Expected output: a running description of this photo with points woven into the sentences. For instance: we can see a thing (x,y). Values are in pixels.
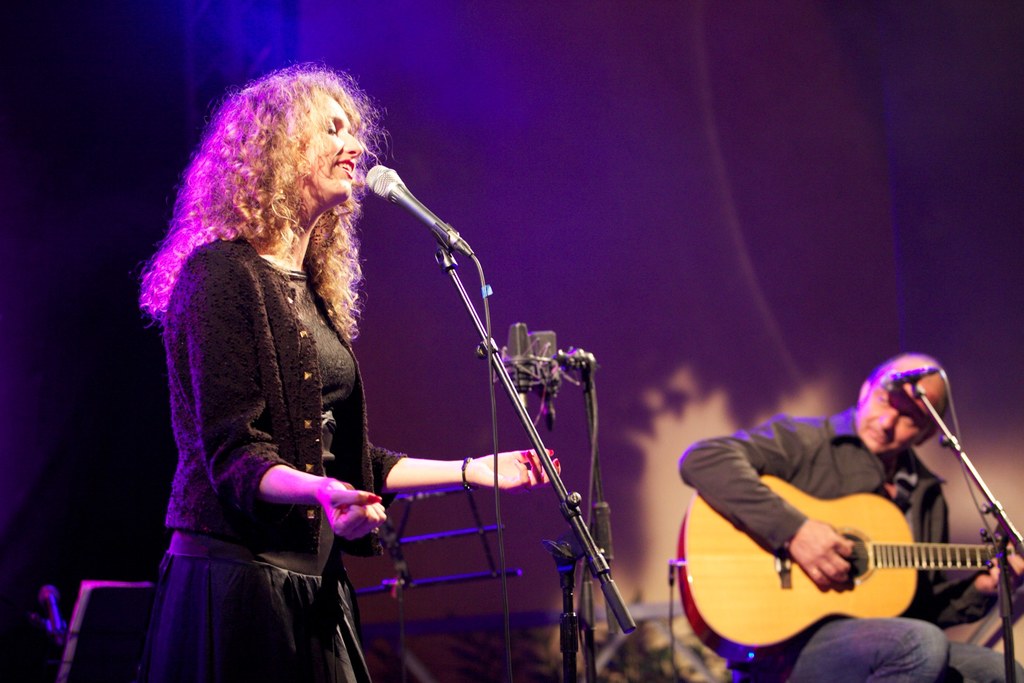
In this Image I see a woman (345,171) who is standing in front of a mic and this man (879,376) is sitting and holding a guitar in his hands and he is also in front of a mic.
